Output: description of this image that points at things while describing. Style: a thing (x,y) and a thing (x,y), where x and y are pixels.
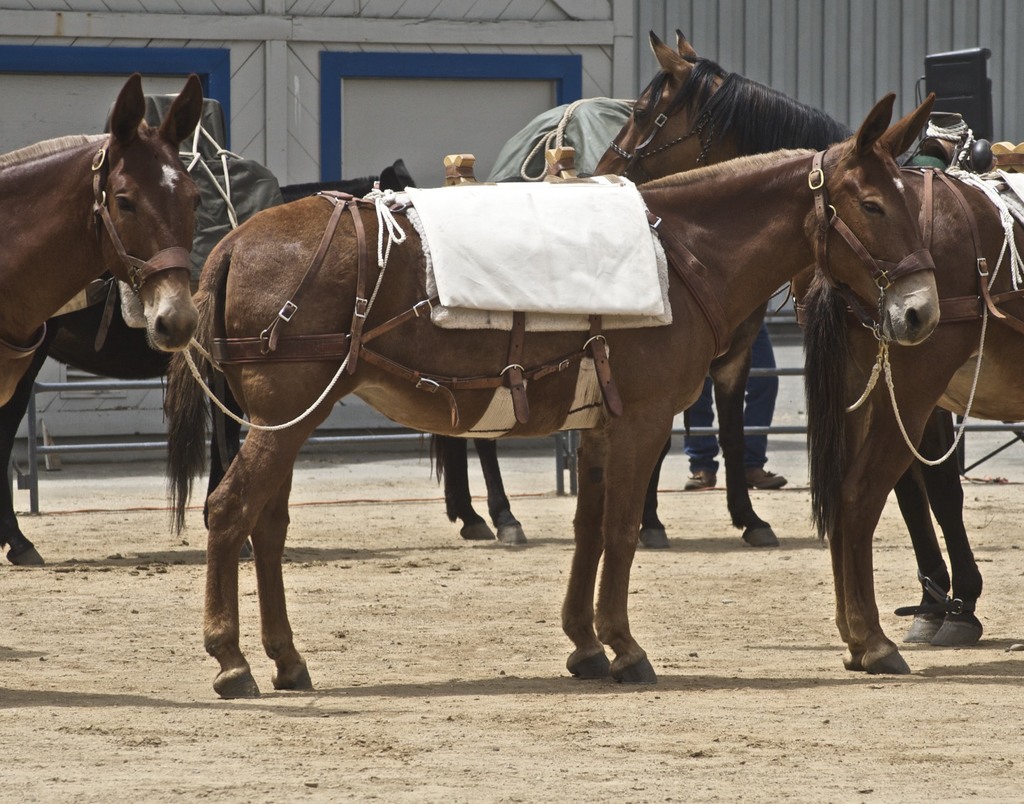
In this image in the center (506,348) there are horses (315,326) standing and there is sand (448,730) on the ground (540,705) in the background (334,110) there is a door (377,96) and there is a wall (878,42).
